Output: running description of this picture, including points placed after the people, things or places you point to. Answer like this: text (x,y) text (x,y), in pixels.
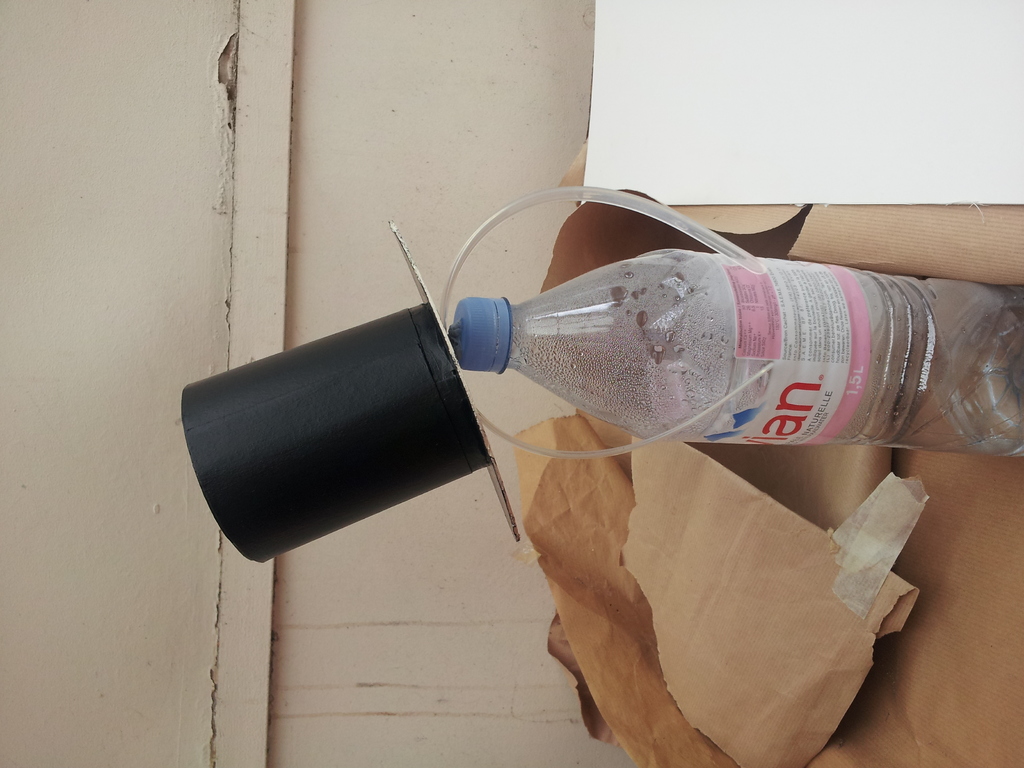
In this picture i could see a water bottle (577,351) placed on some brown color paper (956,269) on the water bottle (567,325) there is head band (734,249) and on the head band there is a black colored cap (428,456). In the background (432,147) i could see a wall (418,104).
